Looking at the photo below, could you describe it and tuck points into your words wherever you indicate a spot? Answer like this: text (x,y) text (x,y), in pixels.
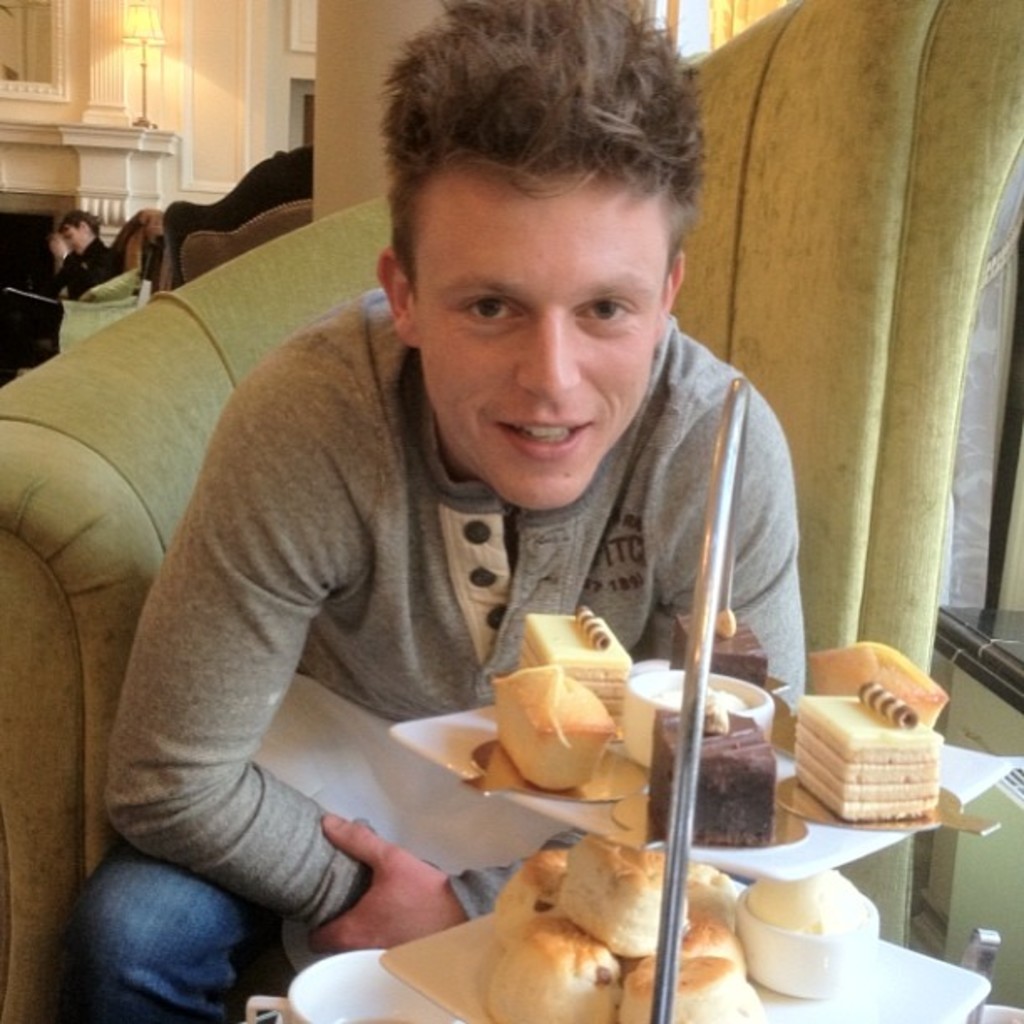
In this picture we can see a man (386,630), in front of him we can see food items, plates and some objects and in the background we can see a person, wall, lamp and some objects (956,75).
